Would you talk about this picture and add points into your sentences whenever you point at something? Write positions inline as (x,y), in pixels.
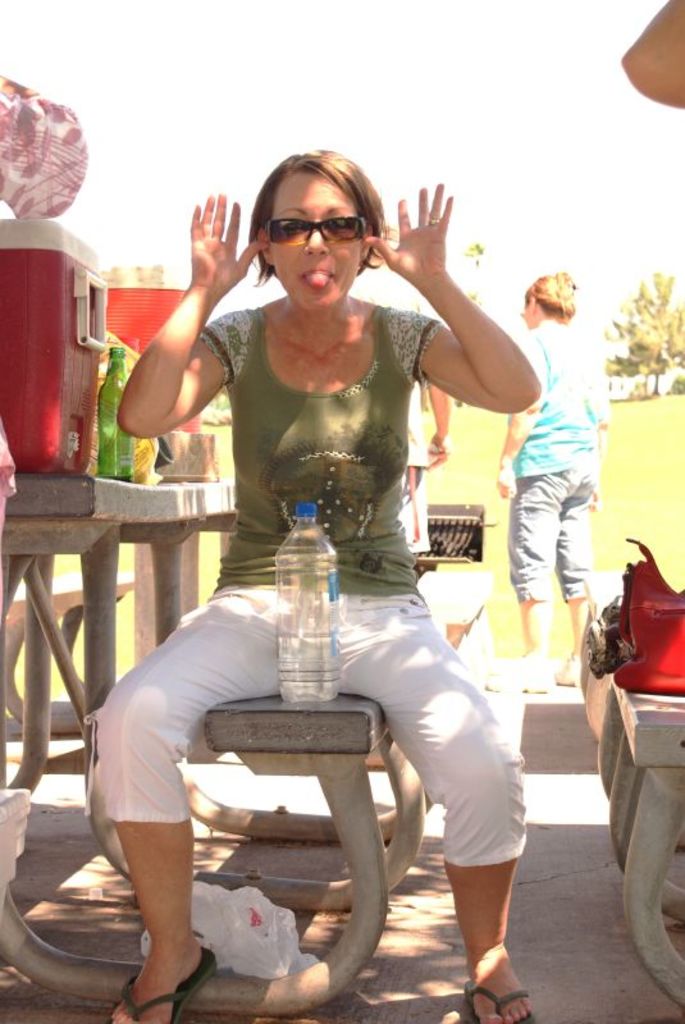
In this picture there is a lady (217,381) who is sitting on the bench (359,805) at the center of the image (321,539) and there is a water bottle (288,681) in front of her, it is a day time, there is a table (187,489) at the left side of the image (64,402) on which water bottle (129,476) and other stuff (132,340) is there.
